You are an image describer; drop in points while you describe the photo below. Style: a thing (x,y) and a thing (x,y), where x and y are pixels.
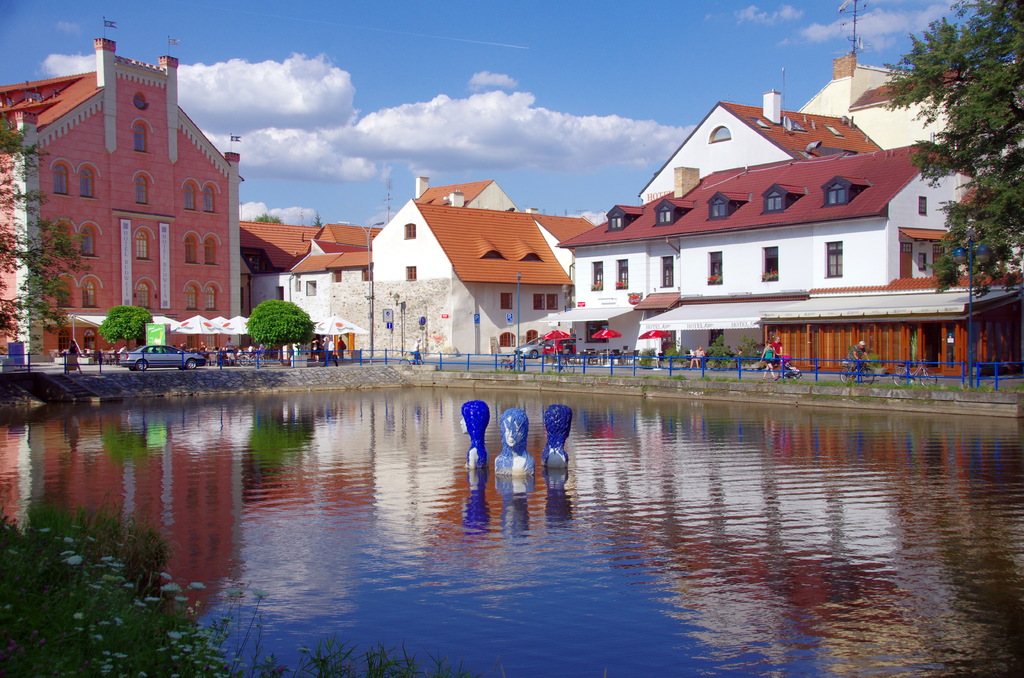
In the front of the image (291,535) I can see water (724,408) and flower plants (111,574). In the middle of the water (671,577) there are three statues (482,438). In the background of the image (818,225) I can see buildings (849,218), poles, umbrellas (212,323), tents (173,319), people (343,344), vehicles (196,359), railing (100,359), trees (61,313), sign boards (386,319), boards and cloudy sky (505,99).
